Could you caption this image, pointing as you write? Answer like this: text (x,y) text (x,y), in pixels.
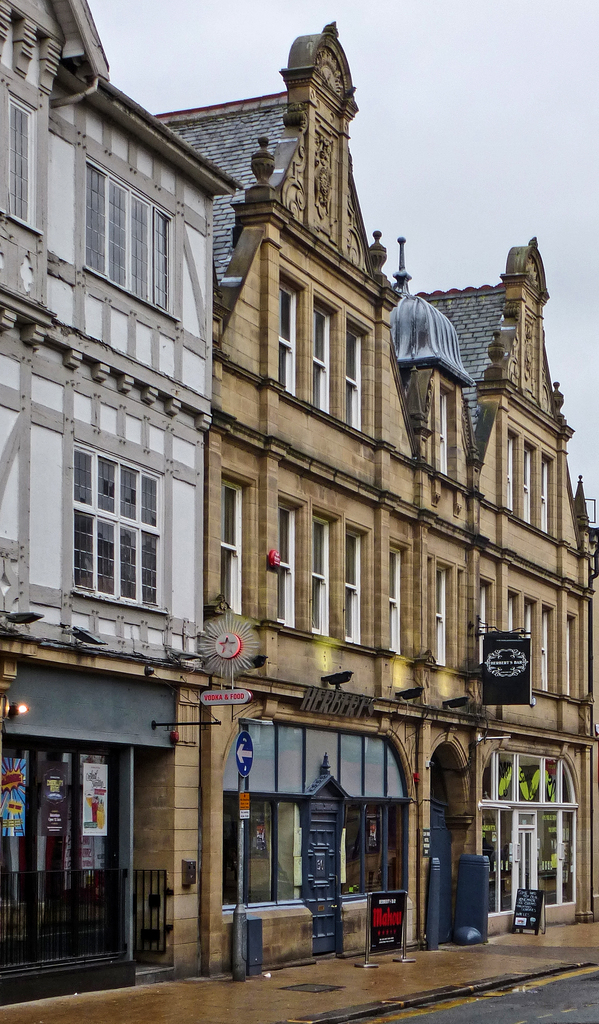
In this image I can see buildings (273,624), sign board (248,801), boards (234,636) attached to the building (363,929). I can also see some other objects (460,939) on the ground (329,969). In the background (501,186) I can see the sky (482,168).
